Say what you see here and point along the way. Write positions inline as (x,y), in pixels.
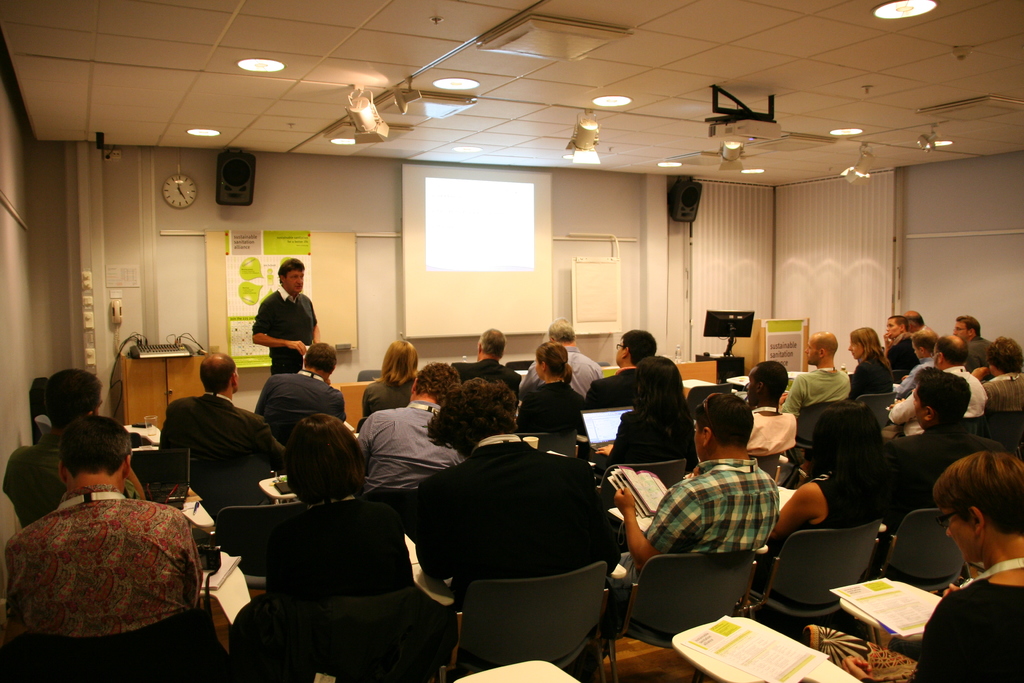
At the bottom of the image (180,549) few people (272,391) are sitting. In front of them a person (278,361) is standing. Behind him there is a table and wall (66,246), on the wall (951,211) there is a screen (524,176), board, speakers (220,175) and clock (192,184). At the top of the image (983,62) there is ceiling (452,23) and lights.
